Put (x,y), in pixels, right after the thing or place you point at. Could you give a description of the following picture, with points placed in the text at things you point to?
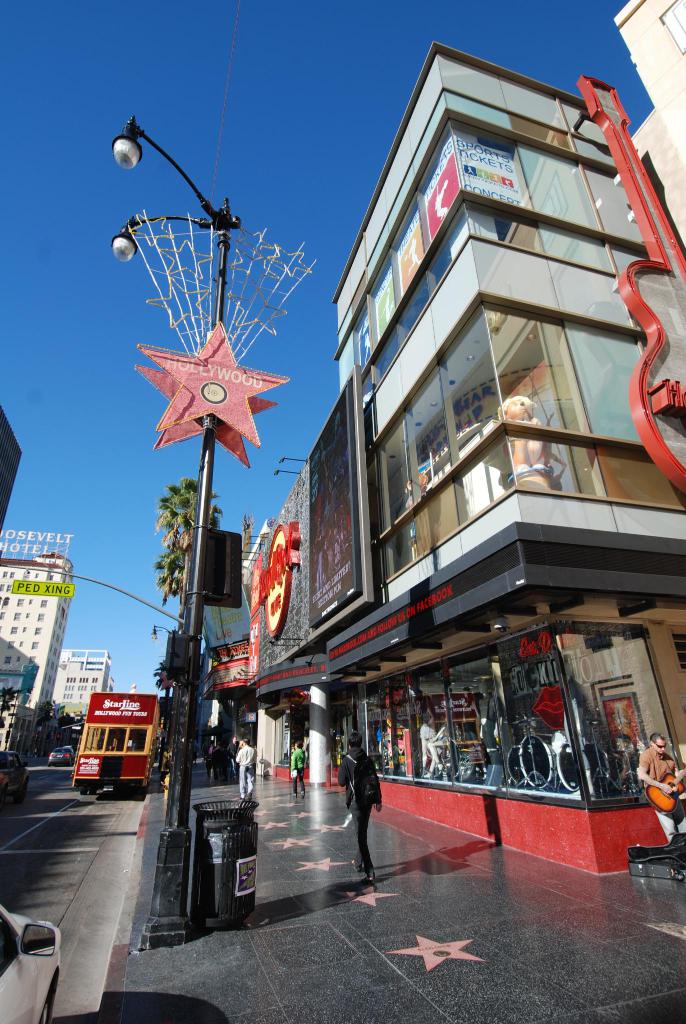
This is an outside view. On the right side (527,502), I can see a building (478,546). In front of this I can see few people (213,754) are walking on the footpath (280,966) and also there is a pole (179,858) and a bin (213,857). On the left side (36,960) there are some vehicles (37,939) on the road (59,819). In the background (39,654), I can see some buildings (49,667) and trees (164,505). On the top of the image (95,115) I can see the sky (49,189) in blue color.
